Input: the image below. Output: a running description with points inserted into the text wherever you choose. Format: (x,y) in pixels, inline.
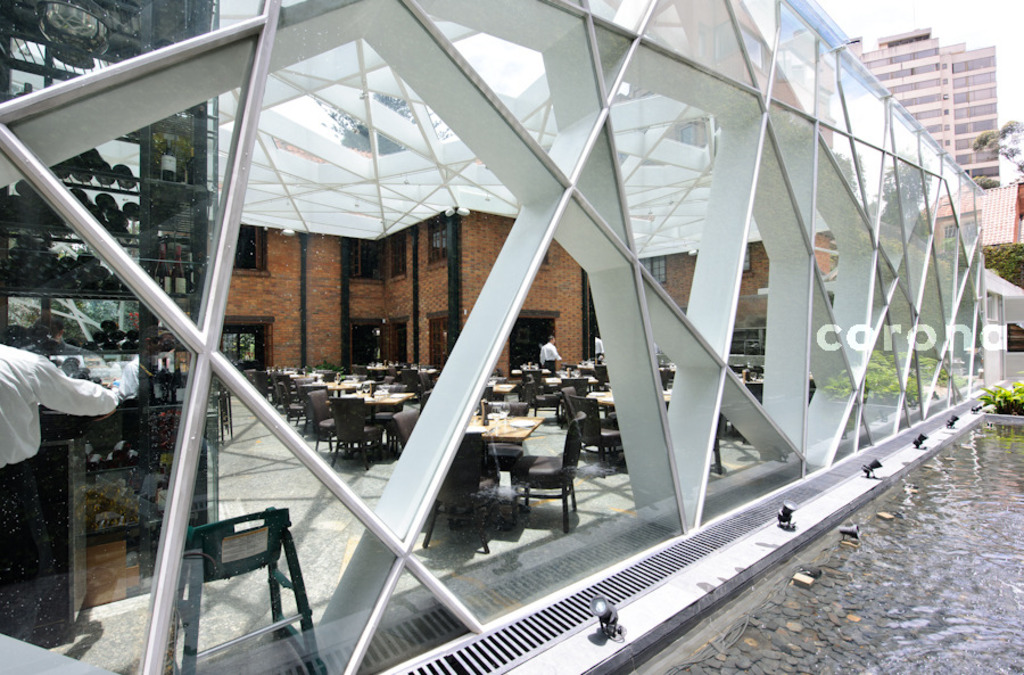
A picture of a restaurant (684,472). We can able to see number of chairs (575,469) and tables (518,420). Far a human (550,338) is standing. Far there is a building (963,112) and trees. This is a water (850,620) with stones (836,636).
